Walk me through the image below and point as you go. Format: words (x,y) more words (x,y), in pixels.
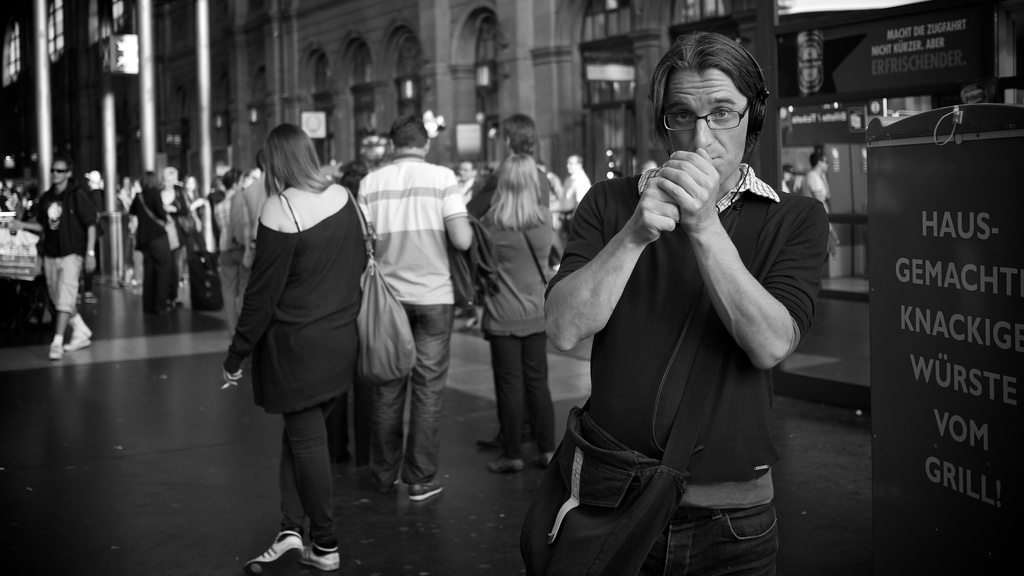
In the picture we can see a man (780,269) standing and wearing a bag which is black in color and beside him we can see a board (939,284) and in the background (502,234), we can see some people (493,218) are standing, some are walking and some are talking to each other and behind them we can see a building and some poles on the path (162,440).
